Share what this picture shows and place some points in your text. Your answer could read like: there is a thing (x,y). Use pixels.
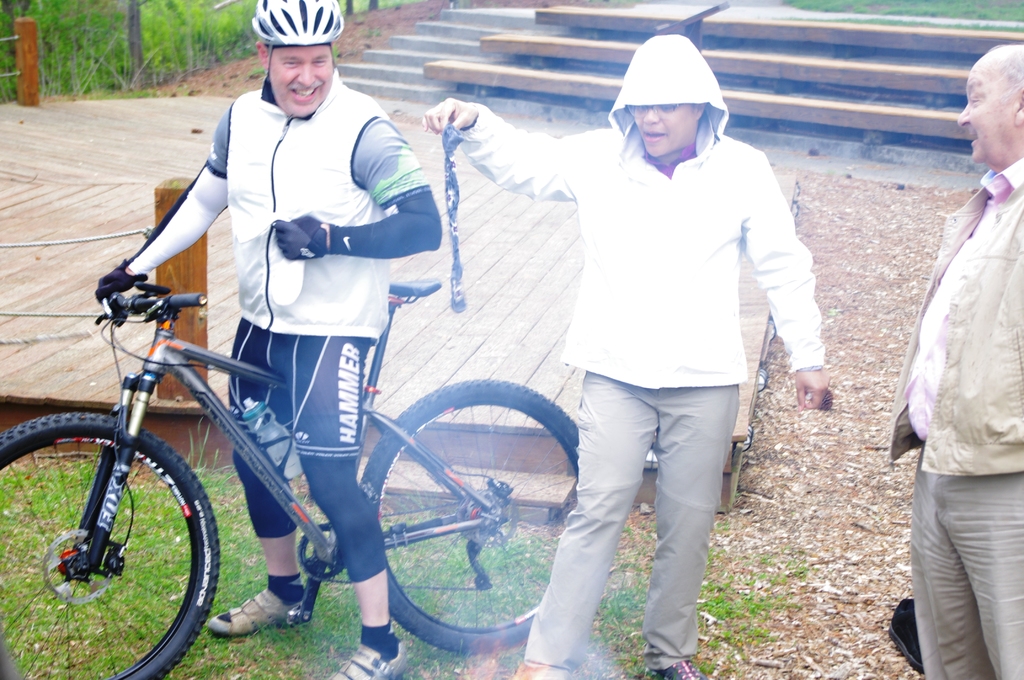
In this picture you can see a man (265,277) with the bicycle (268,474). He is wearing a helmet (296,20) on his head (314,68). He is catching the handle (146,290) with his right hand (119,293). Beside him there is another man (664,276) wearing jacket (649,292) is holding something in his right hand (450,116). To the right corner (975,256) there is another man (953,333) standing and smiling. To the right top corner (902,97) you can see some steps (884,80). And to the left top corner (96,64) you can see grass (126,26).
